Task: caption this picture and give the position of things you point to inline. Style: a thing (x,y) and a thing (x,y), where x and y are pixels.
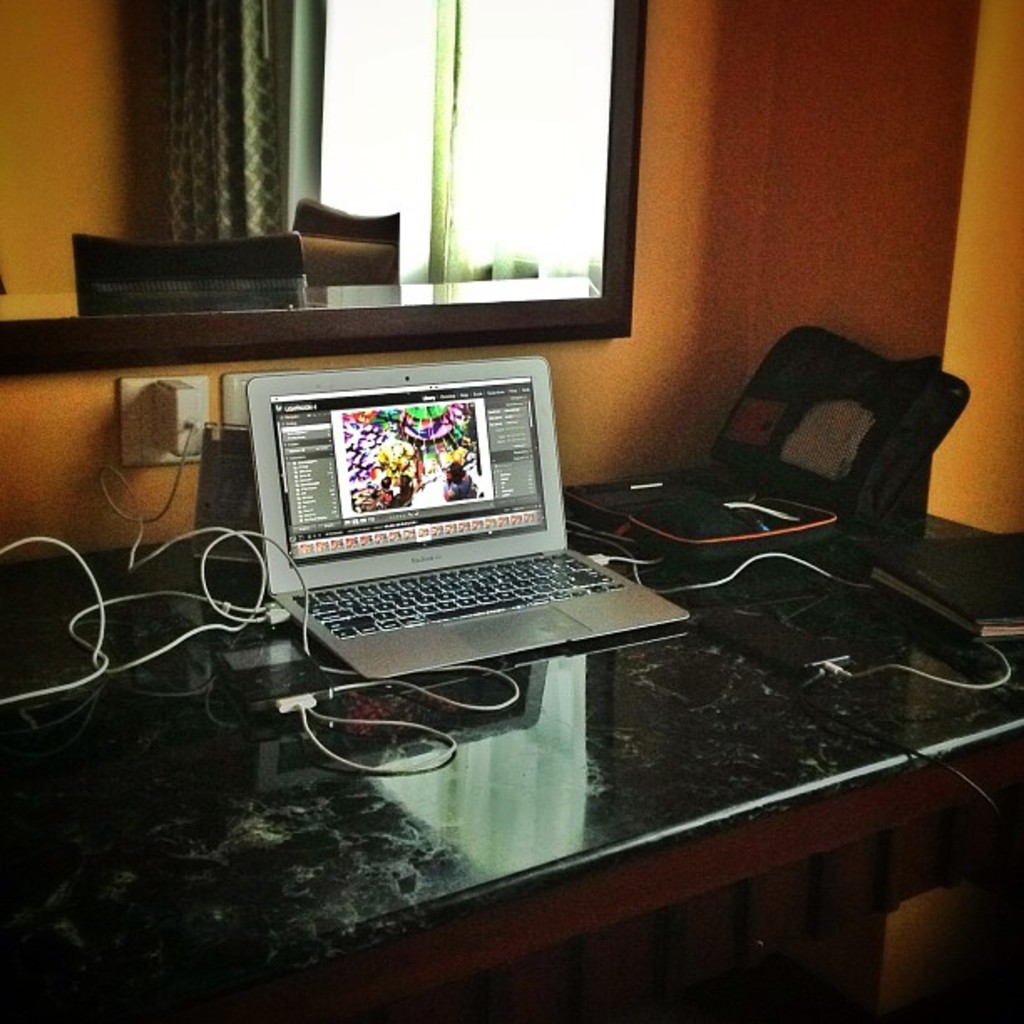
In this image we can see a table (634,767) which has a laptop (446,626) on it. There is a book (960,556) on this table (985,718). There are wires (230,535), there is a mirror (369,192) behind this table (716,701). There are chairs (303,247) and curtain (221,110) in that mirror (332,190).
